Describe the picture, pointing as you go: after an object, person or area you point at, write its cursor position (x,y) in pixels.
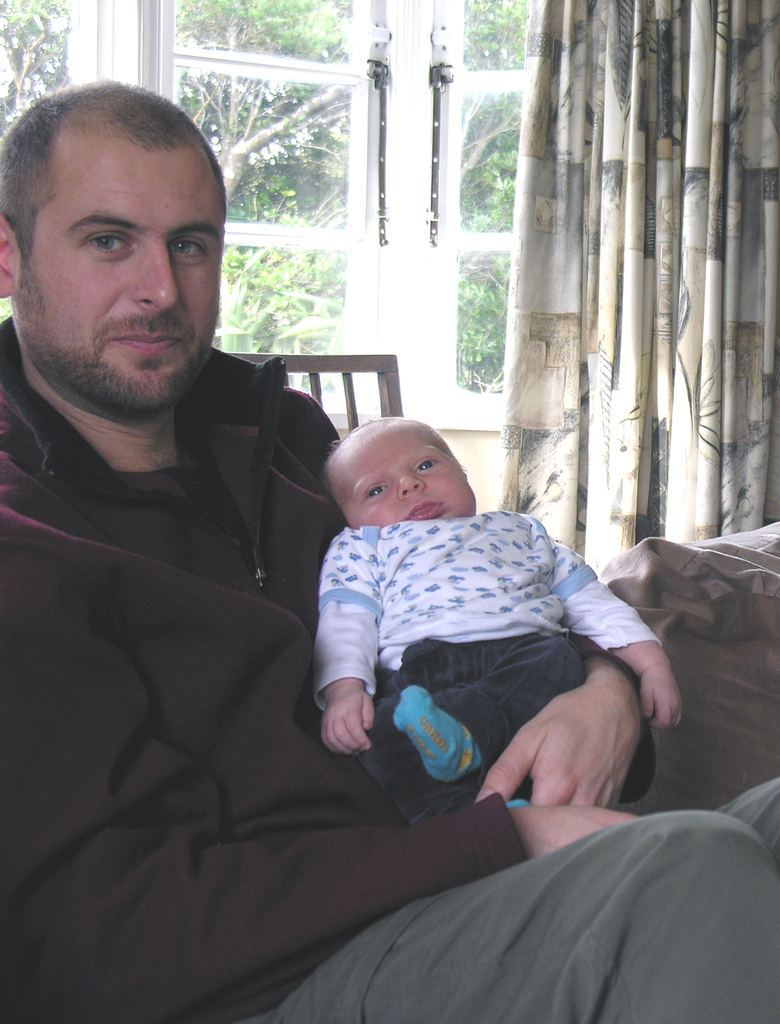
In this image I can see a person (152,650) wearing black colored jacket (145,679) is sitting on a couch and holding a baby (431,680) in his lap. In the background (700,315) I can see the curtain (635,327) and the window (414,281) through which I can see few trees (327,192).
